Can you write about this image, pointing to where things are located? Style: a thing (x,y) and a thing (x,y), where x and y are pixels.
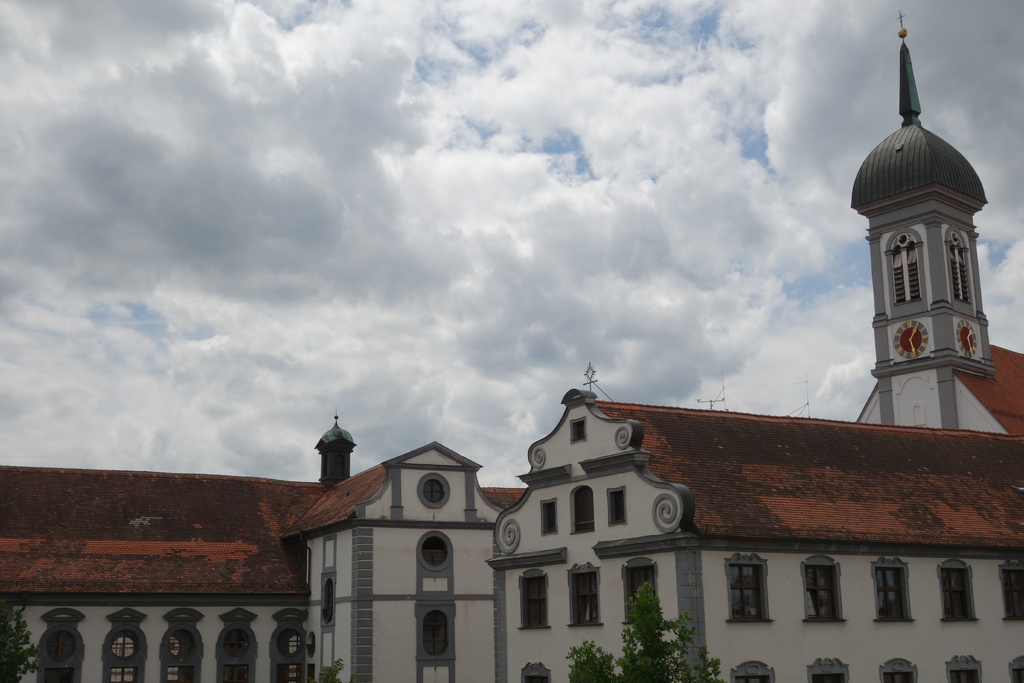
In this image we can see buildings (606,527), trees (9,647) and the sky (299,319) with clouds (376,230).
